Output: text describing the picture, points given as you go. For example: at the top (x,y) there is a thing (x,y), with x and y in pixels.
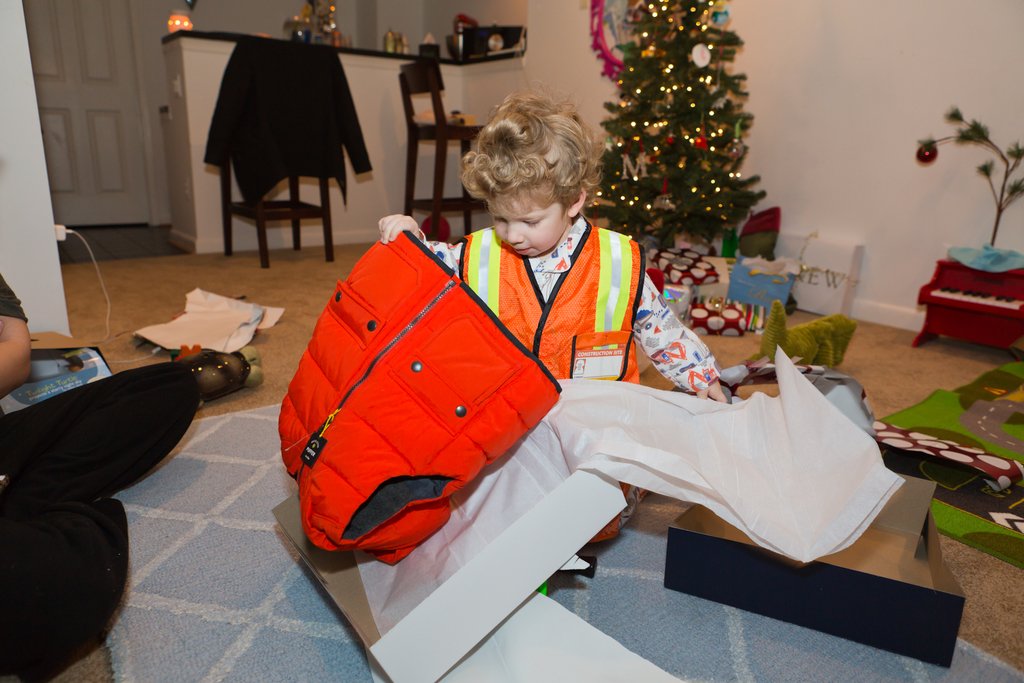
This is the picture of a boy (576,298) wearing a safety vest (564,326) and holding a red jacket (408,373). Behind the boy (545,267) there is a Christmas tree (623,191), chair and a wall (843,134).
